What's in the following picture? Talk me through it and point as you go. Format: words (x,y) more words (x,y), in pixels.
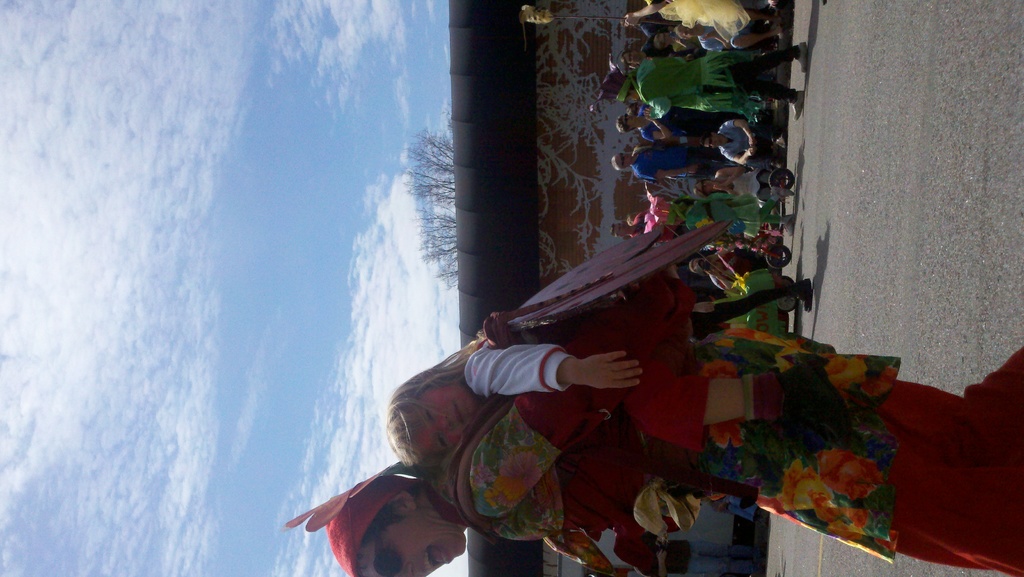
In this image I can see few people (681,272) are wearing different color dresses (770,346) and one person (683,468) is carrying the baby (580,378). I can see few vehicles (763,255), house (458,92), dry tree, few objects (578,294) and the sky (37,253).
